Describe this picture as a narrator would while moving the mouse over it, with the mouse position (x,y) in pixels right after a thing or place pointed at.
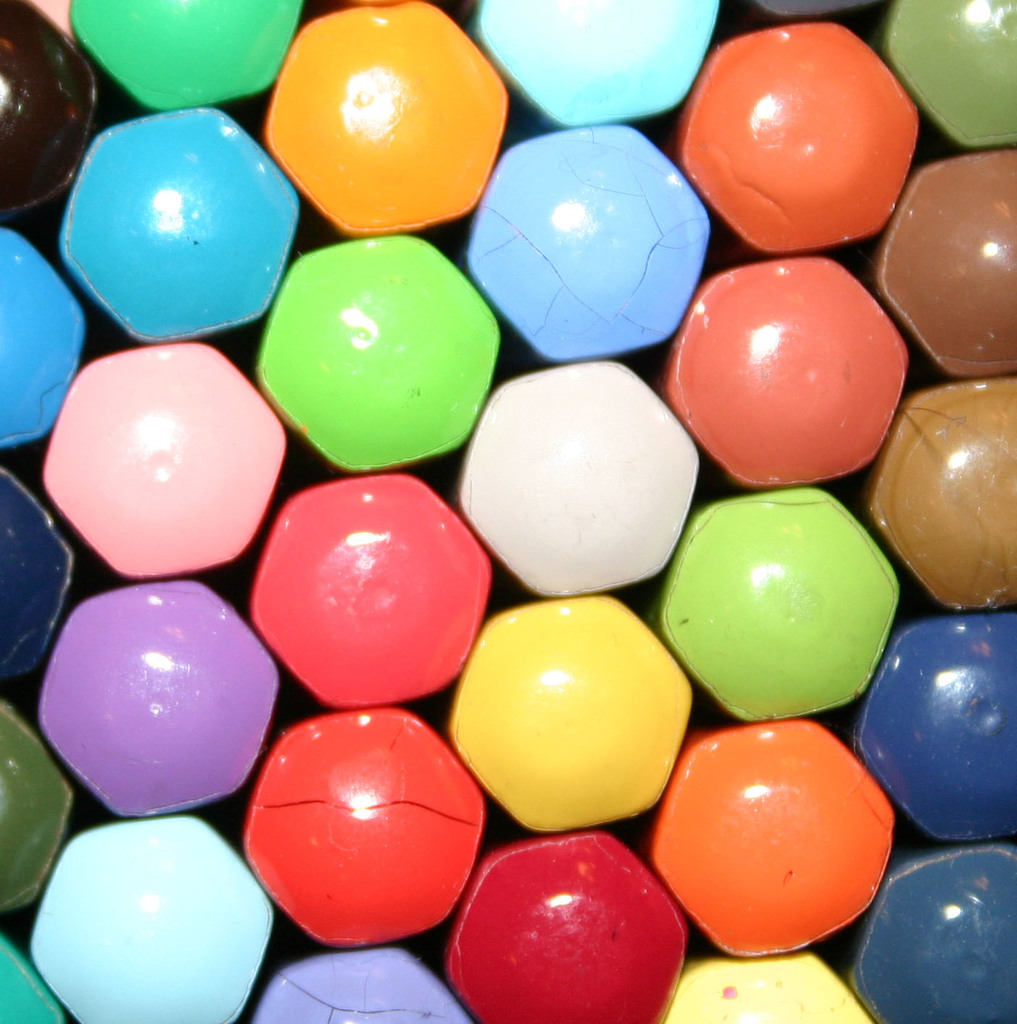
In this picture we can see different color pencils (309,75).
